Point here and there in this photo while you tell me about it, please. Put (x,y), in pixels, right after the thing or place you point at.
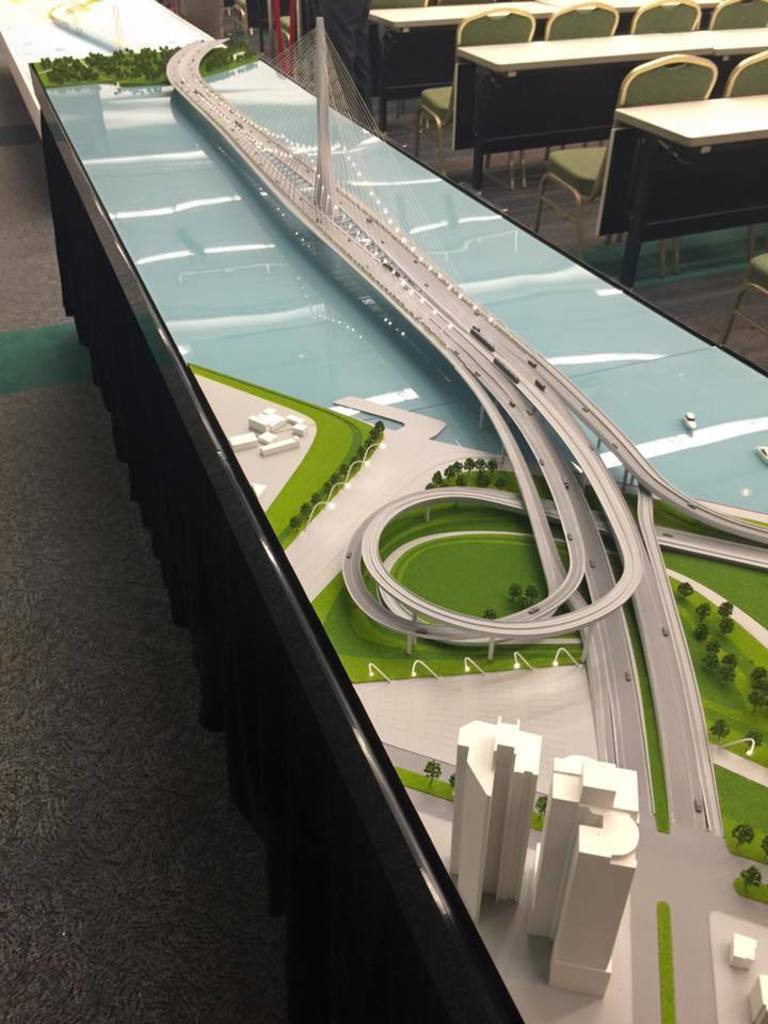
At the right corner of the image (748,453) there is a table (161,344). On the table (174,432) there is a model (341,182) of flyovers (618,708), roads (623,695), water (89,138) and trees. At the top right corner of the image (604,119) there are tables (710,106) with chairs (687,93).
